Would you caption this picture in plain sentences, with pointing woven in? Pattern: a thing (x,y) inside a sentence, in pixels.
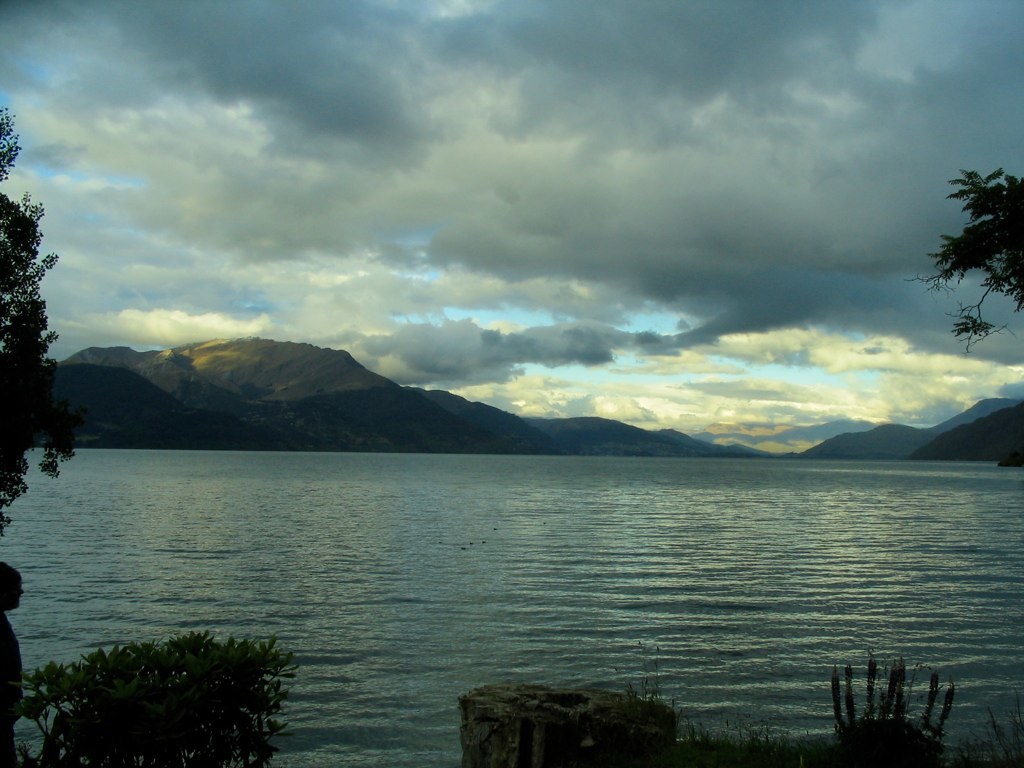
This is the picture of a river (564,536). In the foreground (242,747) there are trees (980,307). At the back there are mountains (594,442). At the top (95,252) there is sky (483,204) and there are clouds (488,117). At the bottom (488,637) there is water (461,632).
